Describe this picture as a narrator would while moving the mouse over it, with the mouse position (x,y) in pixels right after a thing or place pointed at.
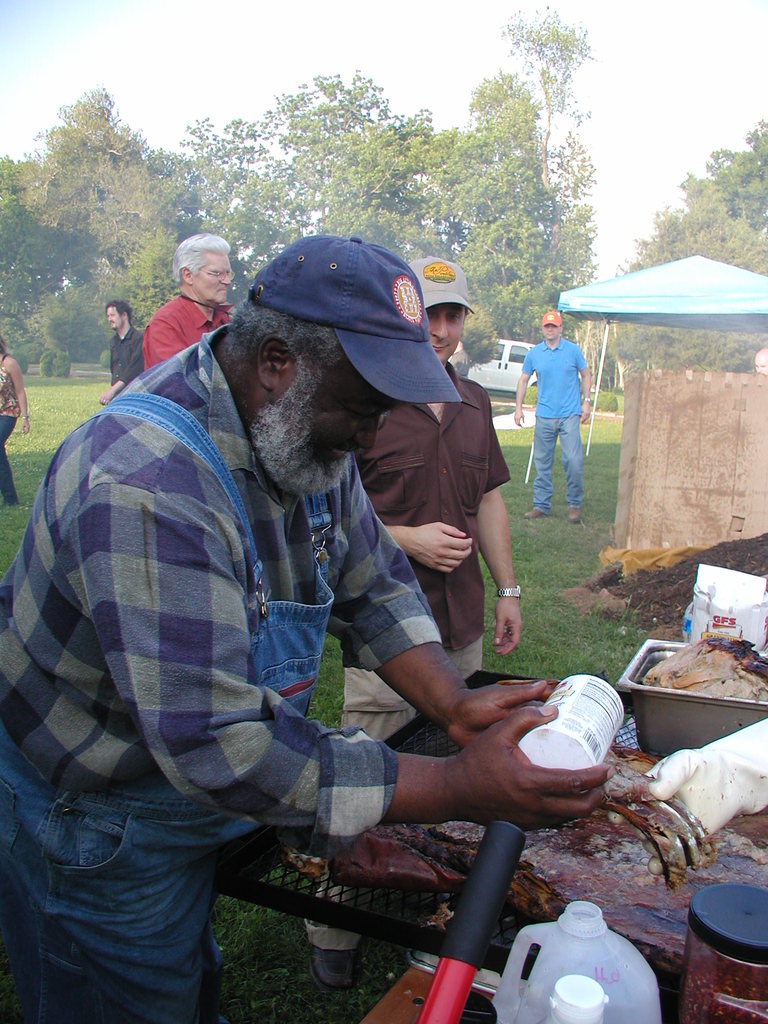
In this picture we can see a group of people (114,549) standing and here in front (307,473) person (329,590) is holding bottle (558,747) in his hand (564,818) and beside to him we can see can (557,951), net (360,912) and in the background (505,360) we can see car (499,348), tent (683,298), trees (332,161), sky (311,44).
